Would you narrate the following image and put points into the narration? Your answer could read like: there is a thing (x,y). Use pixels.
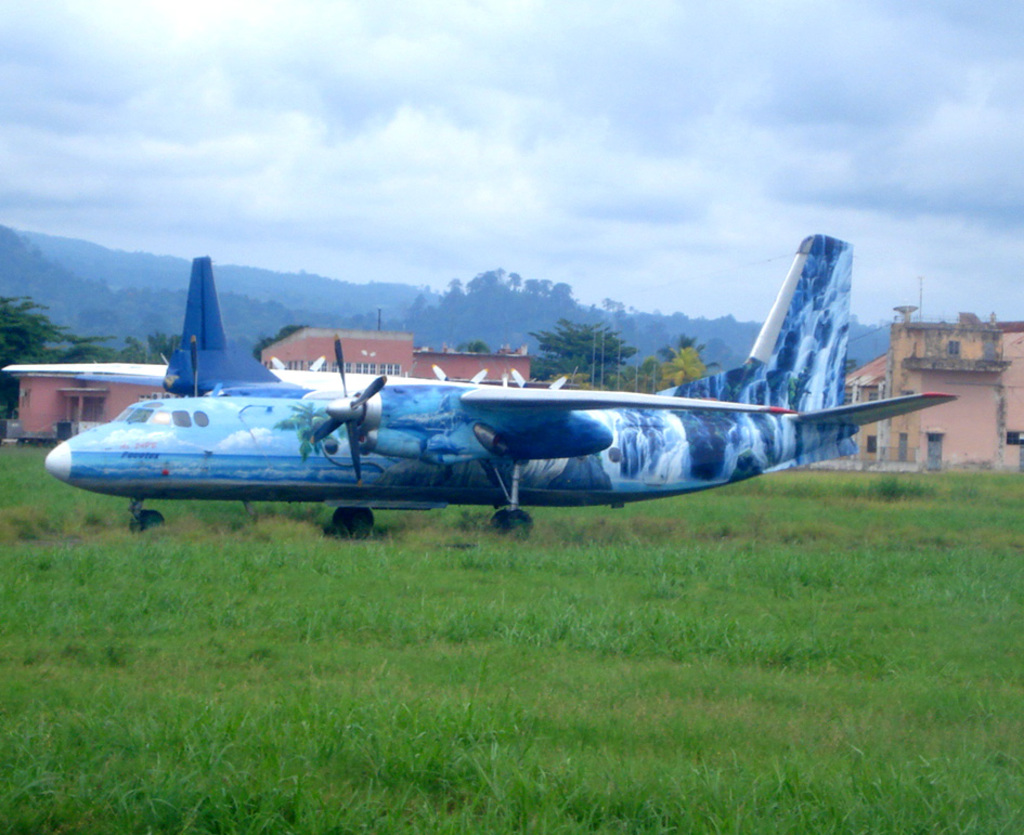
In this picture we can see an airplane (391,449) here, at the bottom (745,627) there is grass (701,712), we can see buildings (956,359) and trees (571,319) in the background (946,343), there is the sky (587,118) at the top of the picture (582,99).
